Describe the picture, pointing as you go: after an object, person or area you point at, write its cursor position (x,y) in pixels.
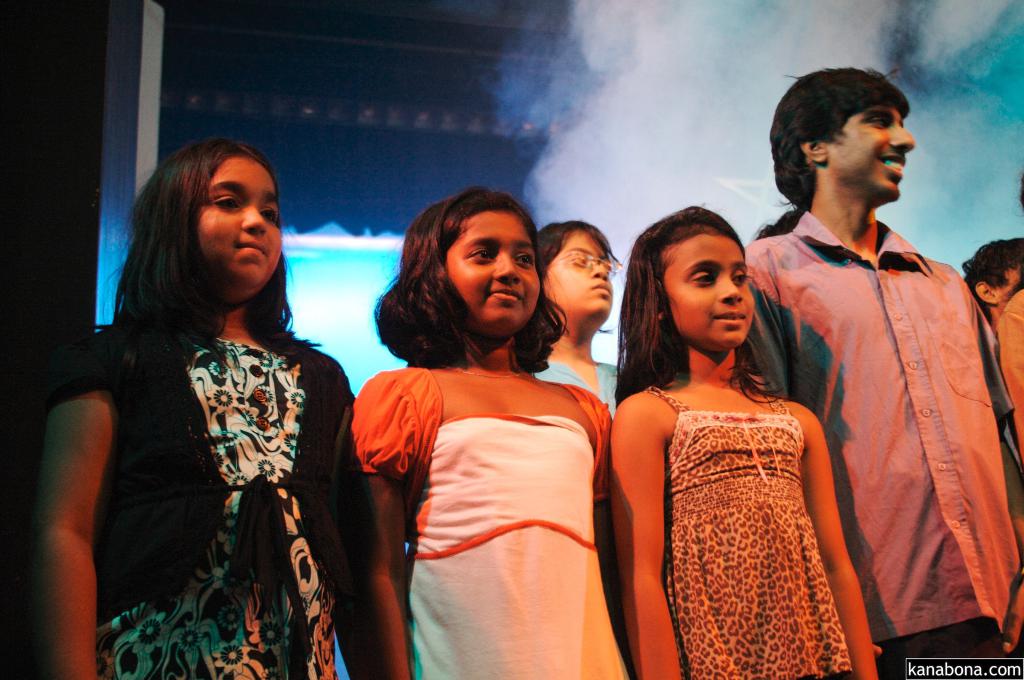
In this image in the center (584,427) there are a group of children (705,416) who are standing, and in the background (462,166) there is a fog (736,135) and a wall (438,99).
